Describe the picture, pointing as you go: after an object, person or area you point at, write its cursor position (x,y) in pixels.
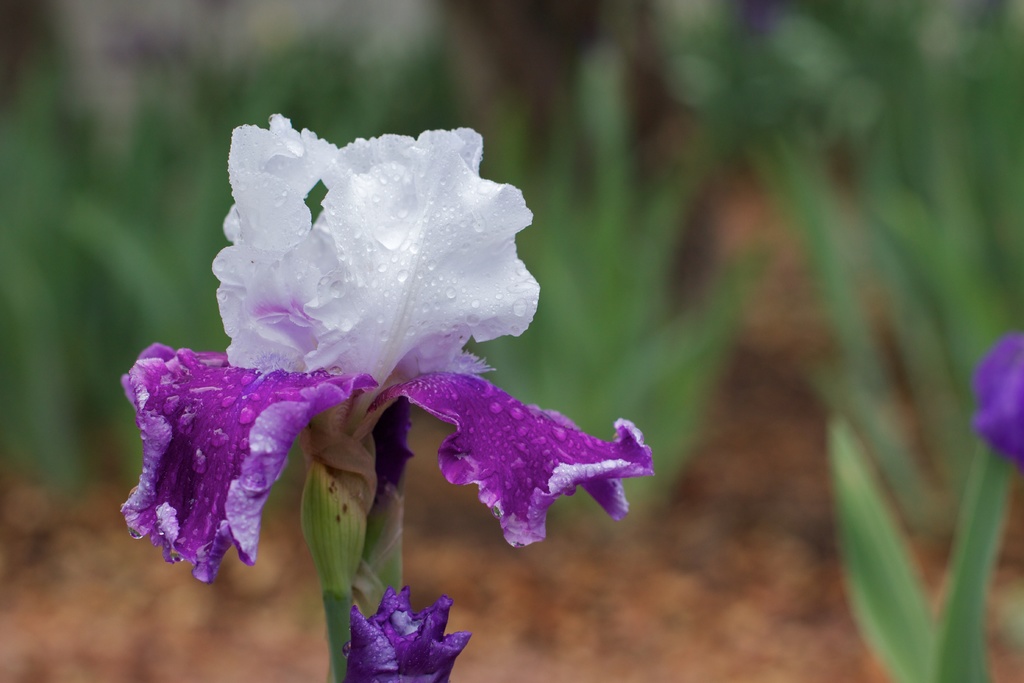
In this image we can see few flowers (441,656) and plants (23,229) and in the background (116,25), the image is blurred.
